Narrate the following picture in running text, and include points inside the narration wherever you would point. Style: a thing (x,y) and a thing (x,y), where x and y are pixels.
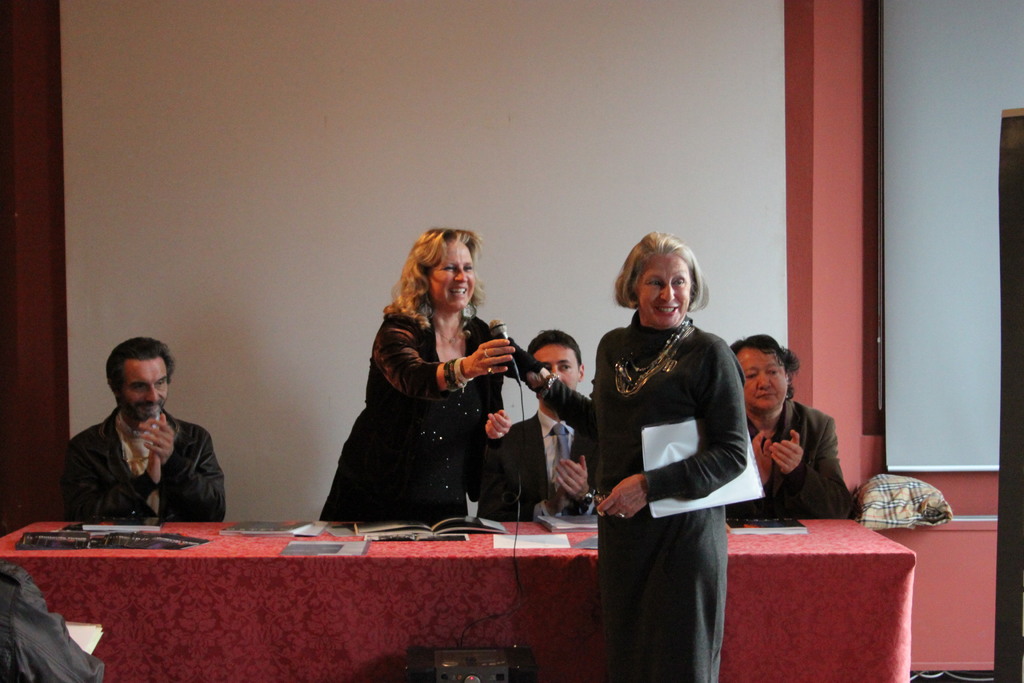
In this image there is a woman (704,432) on the right side (699,477) who is holding the paper (659,465) with one hand (623,489) and trying to hold the mic (512,357) which is given by another woman (439,350) who is standing beside her. In the middle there is a table (267,584) on which there are books (496,524), photos (60,534) and papers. Behind the table (191,534) there are three people (507,442) who are sitting in the chairs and clapping. In the background (332,121) there is a wall (296,149). At the bottom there is a wire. On the right side (865,516) there is a cloth (865,516). Beside the cloth (863,489) there is a screen (944,454). On the left side (27,634) bottom there is a person (19,649).
